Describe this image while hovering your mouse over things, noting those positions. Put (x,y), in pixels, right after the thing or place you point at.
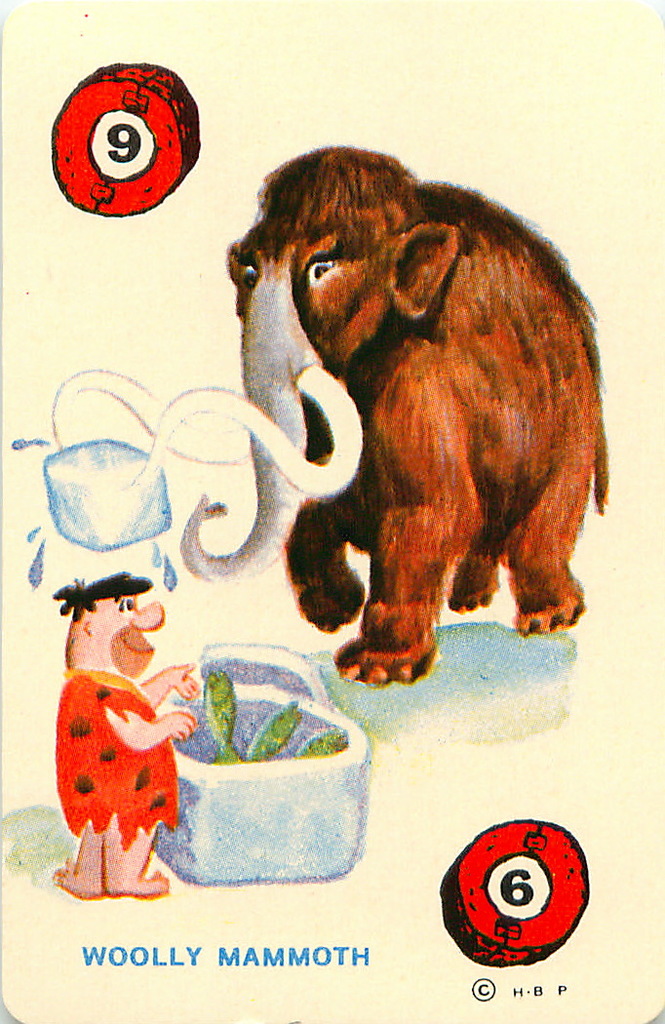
In this picture we can see the poster (369,912). In that poster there is a man (144,788) who is standing near to the tub (295,775). On the right (465,535) there is an elephant (361,282) who is holding ice cube (119,531) with his teeth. At the bottom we can see the animal's name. In the bottom right corner (479,992) there is a watermark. In the top left corner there is a wheel (122,70).
